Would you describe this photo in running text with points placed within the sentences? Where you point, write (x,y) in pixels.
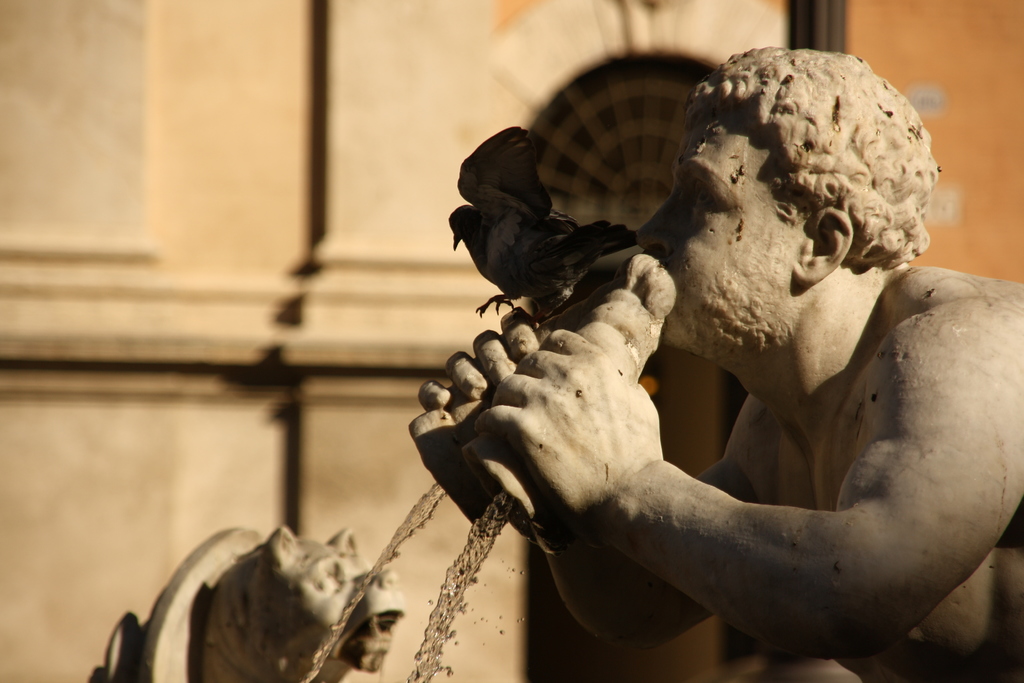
In the foreground of this image (754,320), there is a sculpture (723,310) and water (504,501) flowing through it. A bird (518,243) about to fall on the sculpture (532,352). In the background (318,577), we can see sculpture (308,574) of a lion (312,577) and the wall (506,57).
